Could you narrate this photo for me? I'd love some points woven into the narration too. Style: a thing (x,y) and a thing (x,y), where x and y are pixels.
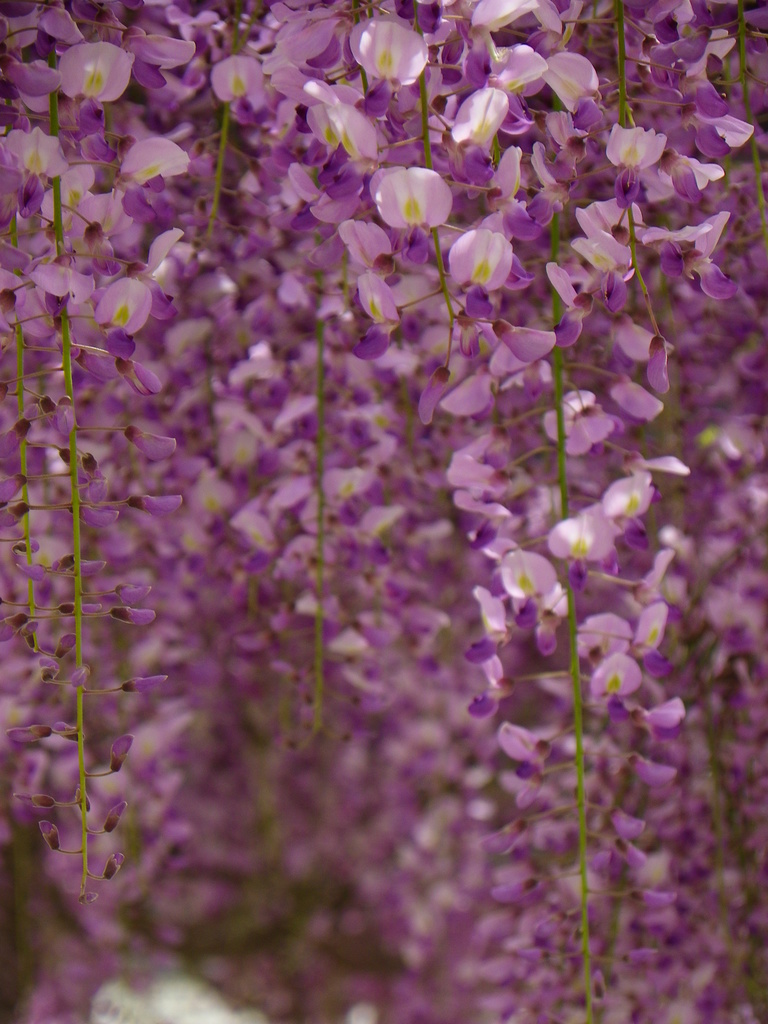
In the image there are many violet color flowers (410,238) to the stem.
